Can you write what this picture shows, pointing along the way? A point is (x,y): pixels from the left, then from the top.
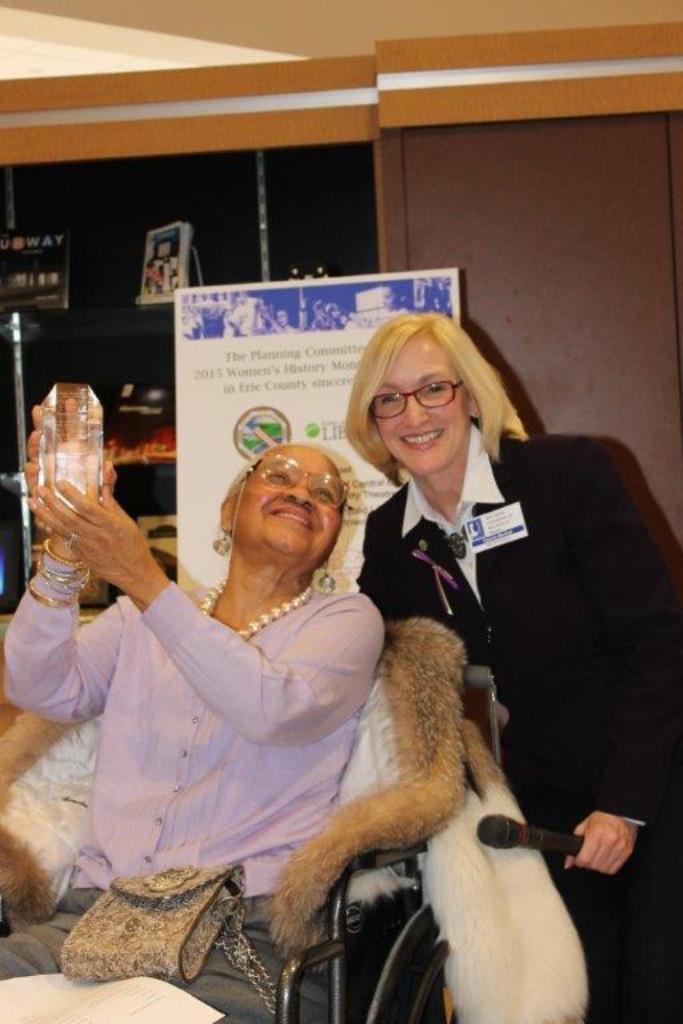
This image is clicked inside a room (124,369). There are two persons (621,806) in this image. One is holding mic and wearing black dress (474,650). Another one is sitting on a wheelchair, she is holding something. There is a card (322,331) behind them.
